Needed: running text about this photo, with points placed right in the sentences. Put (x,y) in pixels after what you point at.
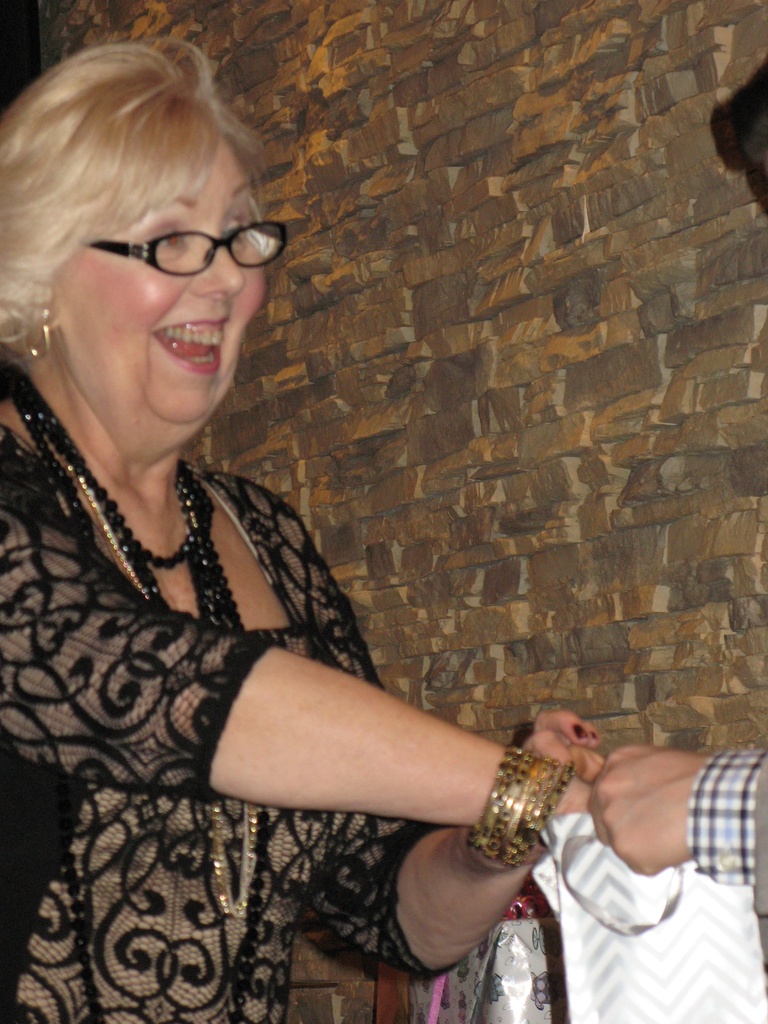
In this image, we can see a woman (227,639) is smiling. On the right side (672,826) bottom corner, we can see human hand (678,827) and few objects (592,951). Background (640,584) there is a wall (439,322).
